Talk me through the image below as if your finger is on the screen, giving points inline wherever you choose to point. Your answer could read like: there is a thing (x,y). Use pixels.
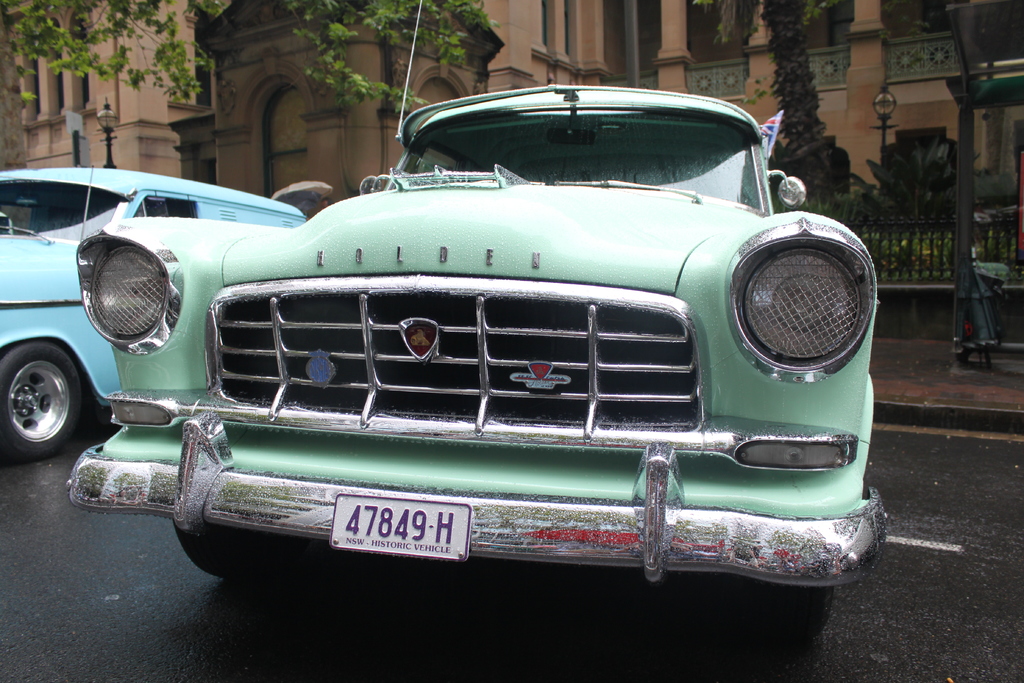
In this picture we can see cars (246,354) on the road (591,622), buildings (594,21), trees (77,30), fence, poles (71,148), flag (777,121).
